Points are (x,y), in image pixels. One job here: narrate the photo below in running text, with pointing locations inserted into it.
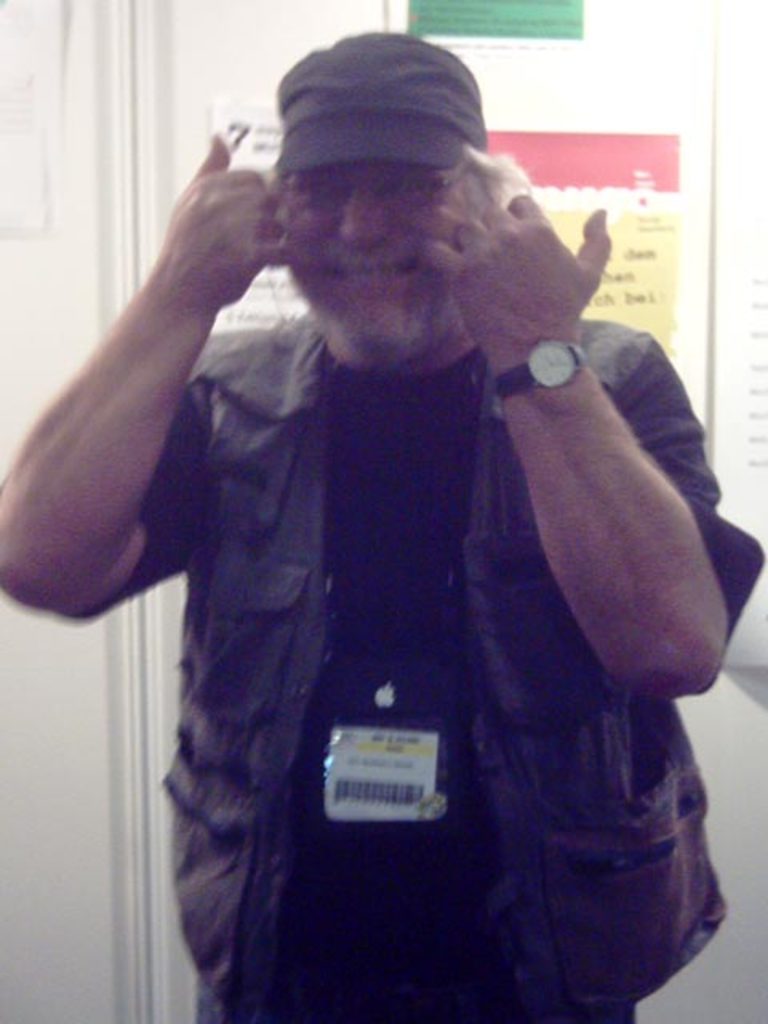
In this image we can see a man (367,201) wearing the cap (422,118) and also the watch (515,383) and smiling. In the background (765,84) we can see the posters (619,177) with the text (655,294) attached to the wall (651,24). We can also see the text (391,757) to the card (392,753) and the man (380,749) is wearing the text card (384,760).
